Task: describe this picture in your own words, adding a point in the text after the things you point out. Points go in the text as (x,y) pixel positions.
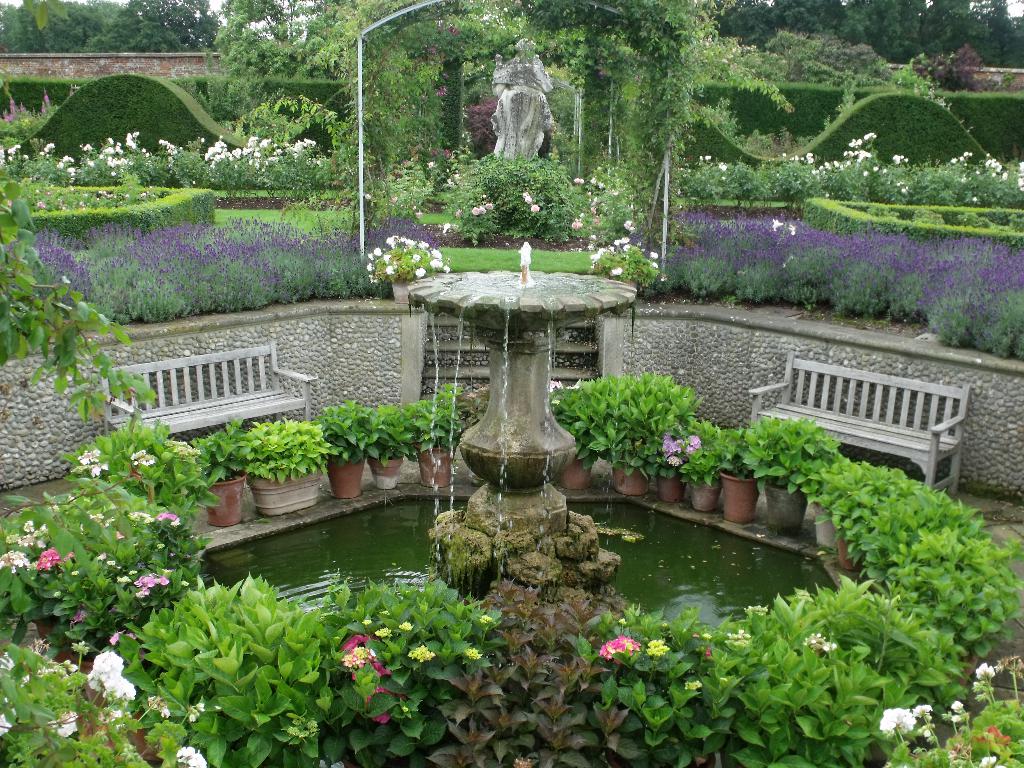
This image consists of a fountain (527,529). There are many plants (486,647) along with flowers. And we can see two benches (864,422) made up of wood (174,363). In the background (487,93), there are trees (863,57). In the middle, it looks like a sculpture (499,118).
